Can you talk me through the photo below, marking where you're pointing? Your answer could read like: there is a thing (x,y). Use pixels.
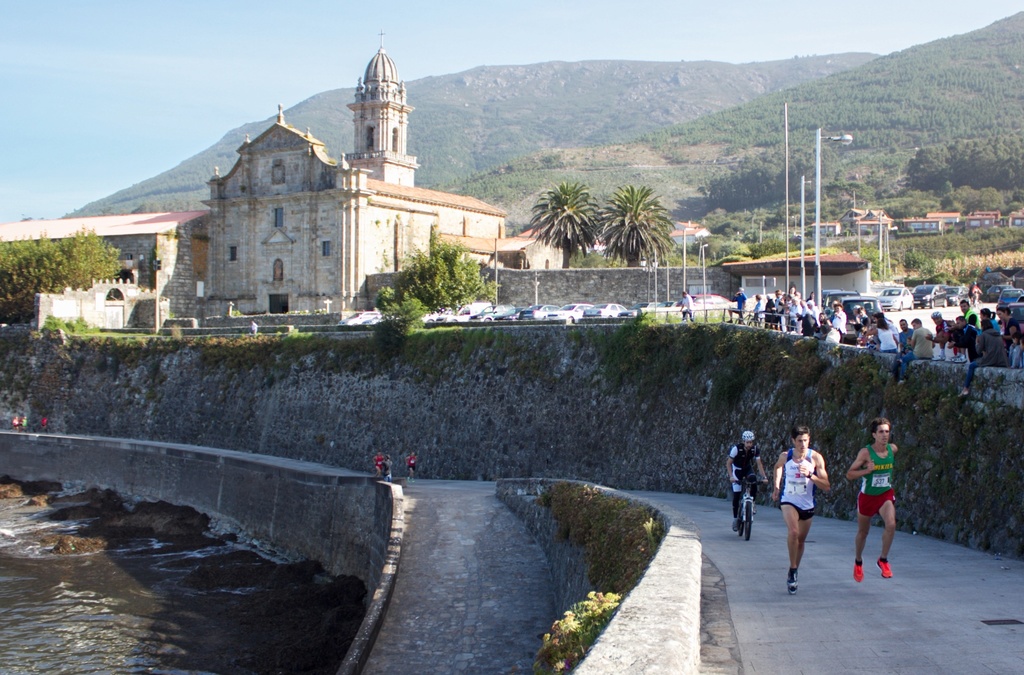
In this image we can see the mountains (513,195), one canal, two roads (981,659), some people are running, one church (259,235), some houses (61,230), some people (1007,324) are standing, some vehicles (1006,291), one person (748,459) riding bicycle (739,503), some people (1018,349) are holding some objects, some poles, some people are sitting, some street light poles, some objects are on the surface (995,666), some trees (82,246), bushes (1003,240), plants (1010,229) and grass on the surface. At the top (77,167) there is the sky (976,18).
